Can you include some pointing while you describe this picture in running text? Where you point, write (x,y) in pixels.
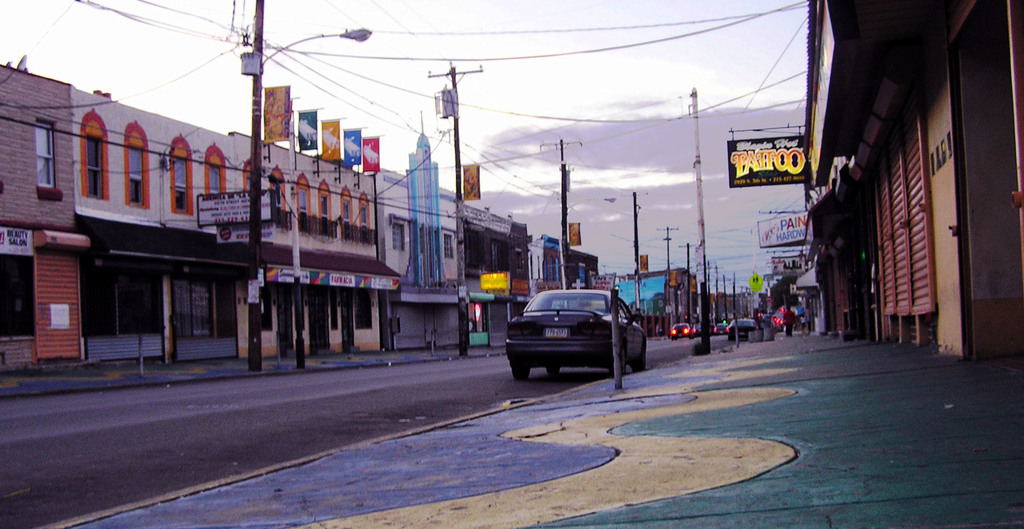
In this picture we can see few vehicles (528,318) are moving on the road (493,400), both sides of the road (418,377) we can see buildings (231,258), poles (290,205) and banners (796,162).
